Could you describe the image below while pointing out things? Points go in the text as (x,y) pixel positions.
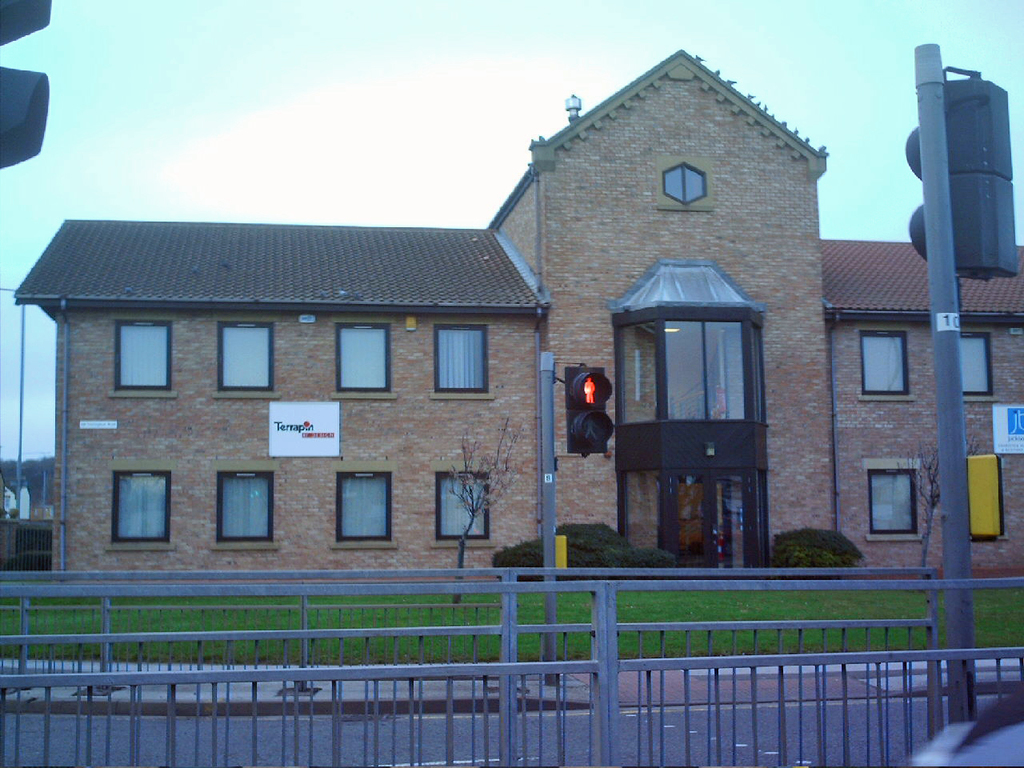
In this image, in the middle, we can see a traffic signal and metal grills (410,628). On the right side (958,679), we can see other traffic signal (947,663). On the left side (8,126) top, we can also see other traffic signal (0,106). In the background (580,559), we can see grass (807,595), plants (472,470), building (350,392), glass window (675,397). In the glass window (462,351), we can see the white color curtain (458,342), trees (42,483), street light (18,482). At the top (332,96), we can see a sky (378,71), at the bottom (556,715), we can see a road (545,737). In the right corner (987,754), we can also see an object (1006,755).
